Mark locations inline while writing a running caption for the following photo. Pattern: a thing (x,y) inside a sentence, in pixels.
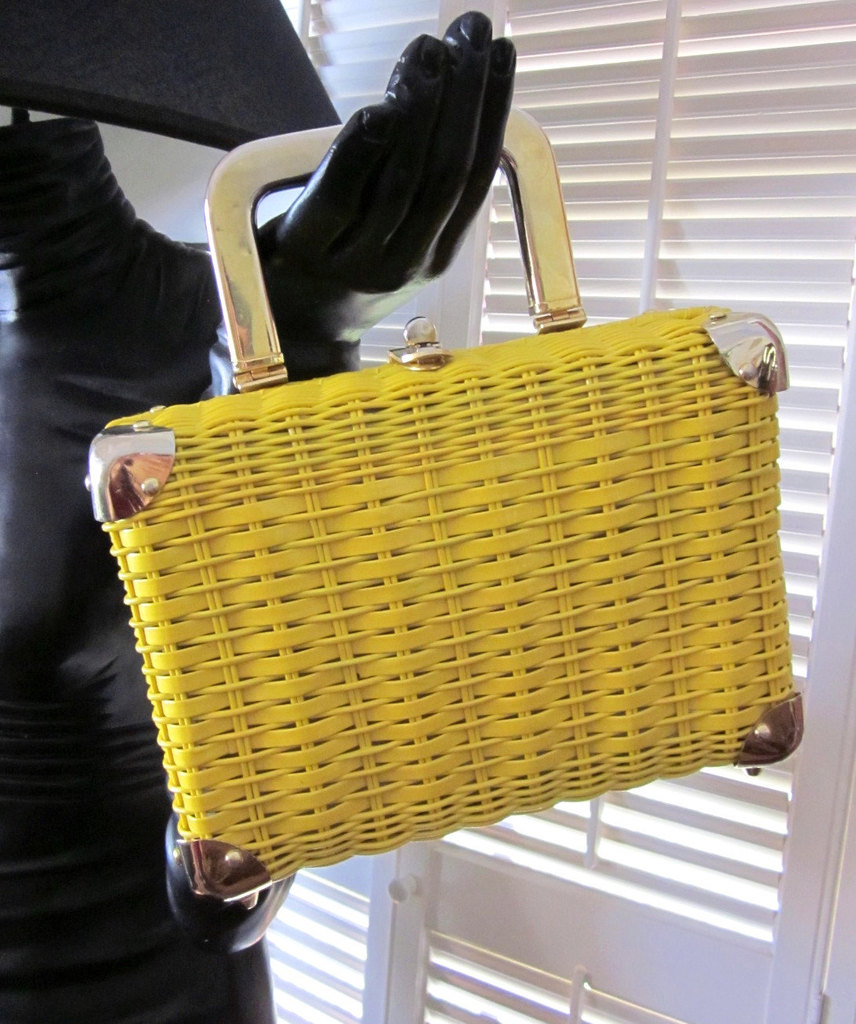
In this picture we can see a yellow color hand bag (479,580) in the mannequins hand (399,252), in the background (673,214) we can see window blinds (699,173) here.
